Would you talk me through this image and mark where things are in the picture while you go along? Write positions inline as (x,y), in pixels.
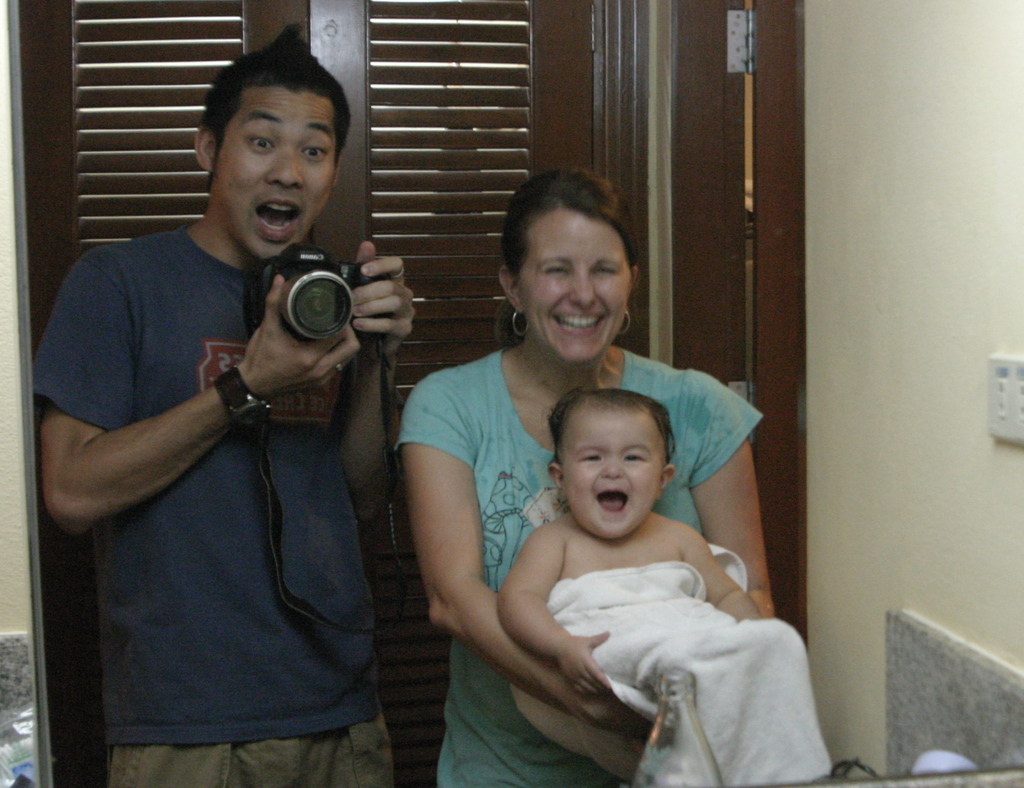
In the image we can see there are people (464,418) who are standing and a man (244,447) is holding camera (330,333) in his hand (394,335) and a woman (537,365) is holding baby (641,497) in her hand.
